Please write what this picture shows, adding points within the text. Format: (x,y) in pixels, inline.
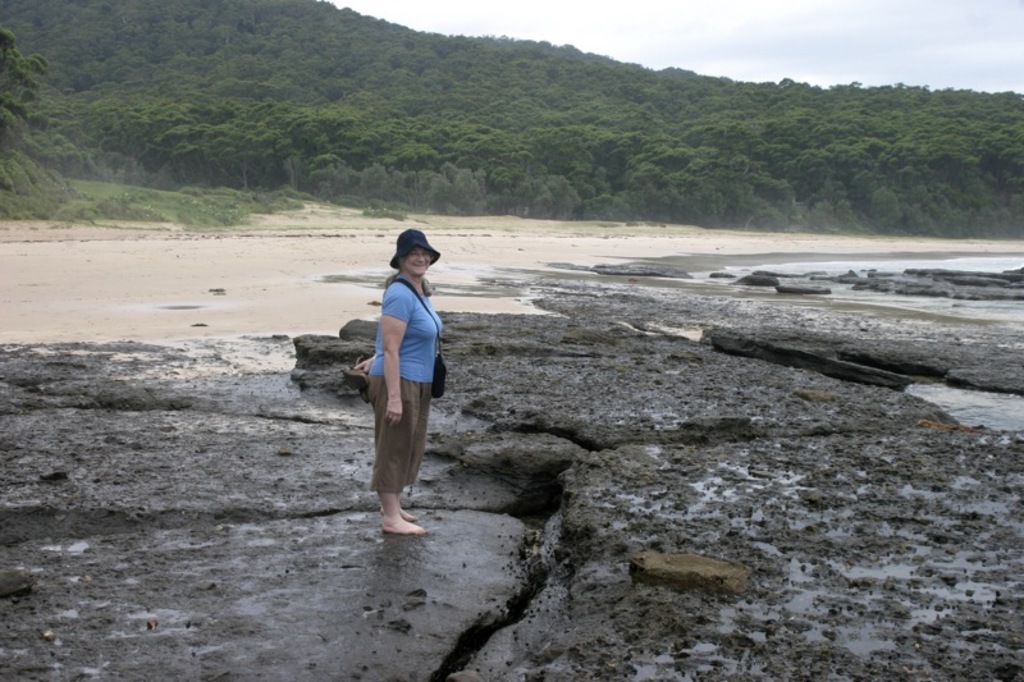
The picture is taken near a beach (20,246). In the foreground of the picture (424,400) there is a woman (400,457) standing on the rock (558,376). In the center of the picture (357,240) there are trees (618,154), plants (116,195), shrubs (29,190), sand (320,265) and water (905,306). Sky (893,33) is cloudy.
